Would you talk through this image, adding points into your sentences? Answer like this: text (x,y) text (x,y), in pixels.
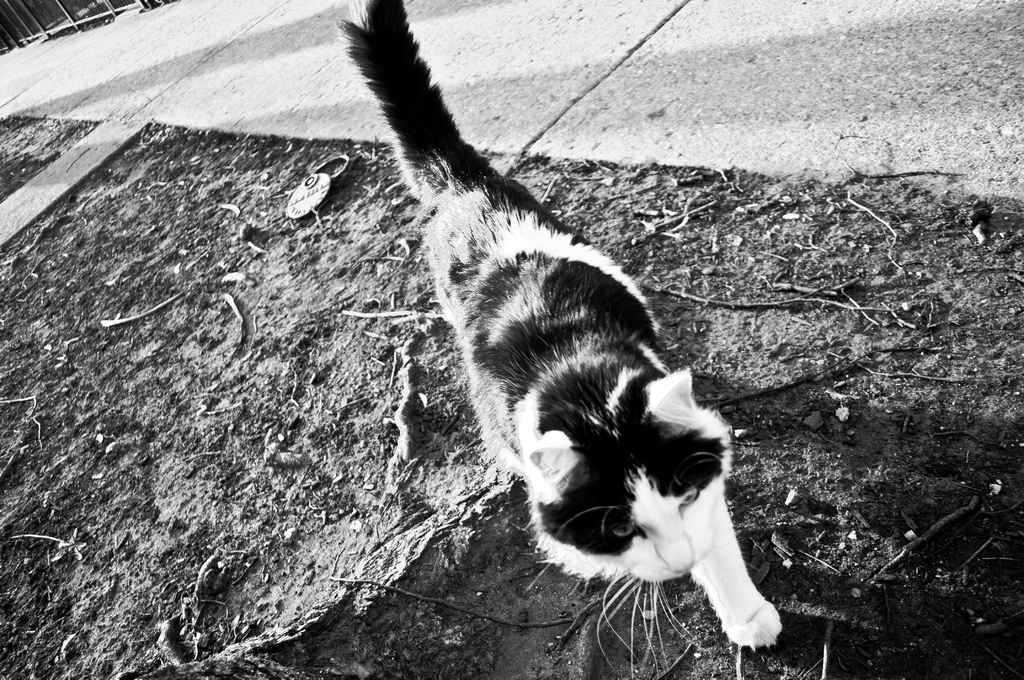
In the image there is a cat (475,209) walking on the side of the footpath (944,74), this is a black and white picture.
